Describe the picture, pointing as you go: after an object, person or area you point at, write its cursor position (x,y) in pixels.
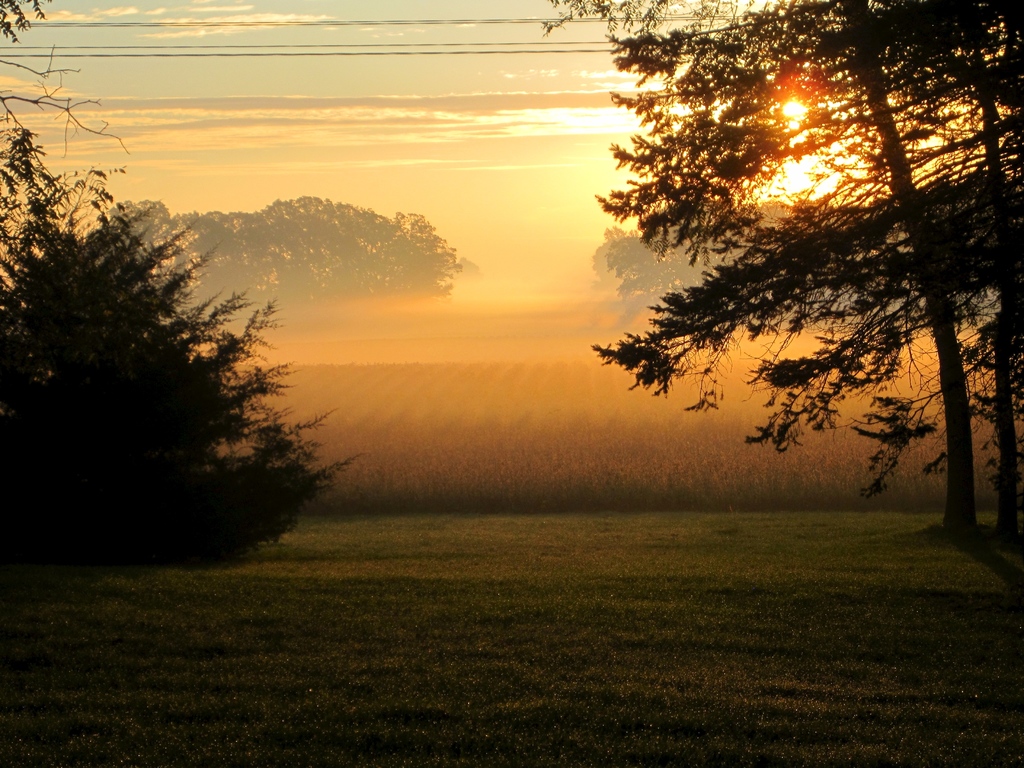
In this image I can see few trees (1011,409). In the background (611,168) I can see the sun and the sky (218,123) is in orange and yellow color.
